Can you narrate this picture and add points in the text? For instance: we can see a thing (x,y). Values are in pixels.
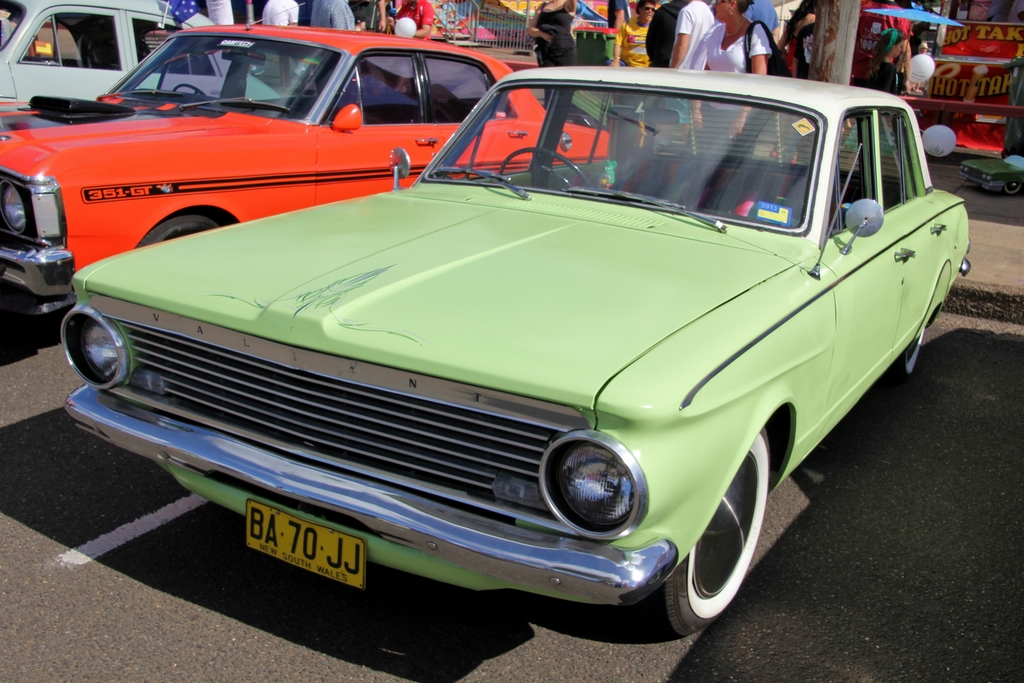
Vehicles (523,133) are on the road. To this vehicle (403,175) there is a number plate (294,522) and wheels (728,508). Background (518,34) there are people (803,36), grill (506,31), umbrella (938,22), balloons (915,73) and stall (993,82).
